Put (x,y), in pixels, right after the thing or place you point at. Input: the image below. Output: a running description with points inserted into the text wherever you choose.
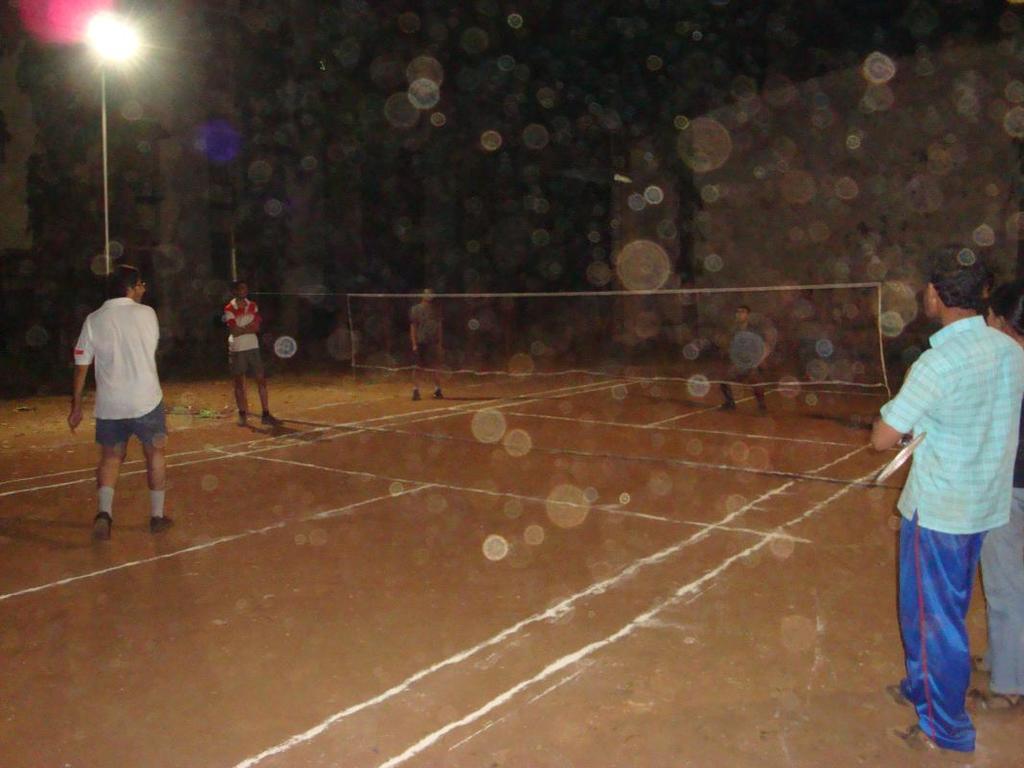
In the image there is a street light (113,51) on the left side (119,36) corner and few men (135,393) playing badminton on the ground (429,597).
